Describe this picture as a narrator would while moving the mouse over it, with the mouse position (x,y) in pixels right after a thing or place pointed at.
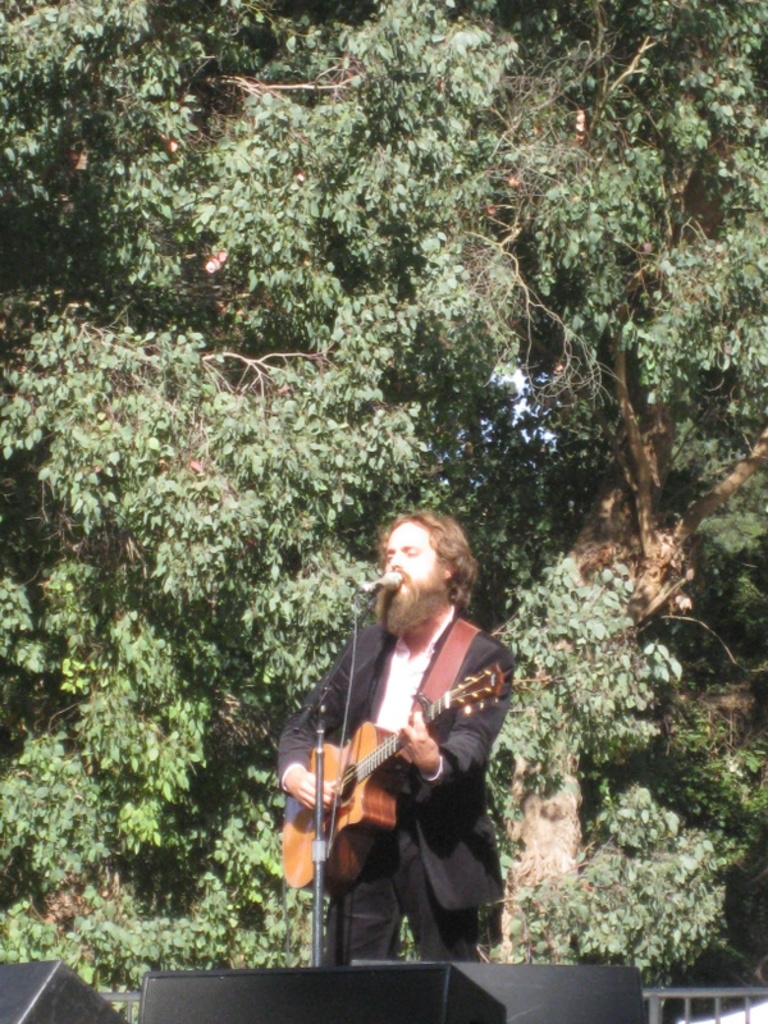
There is a man (444,950) standing on a stage (444,984) holding a guitar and singing on the microphone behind him there is a big tree (106,694).
